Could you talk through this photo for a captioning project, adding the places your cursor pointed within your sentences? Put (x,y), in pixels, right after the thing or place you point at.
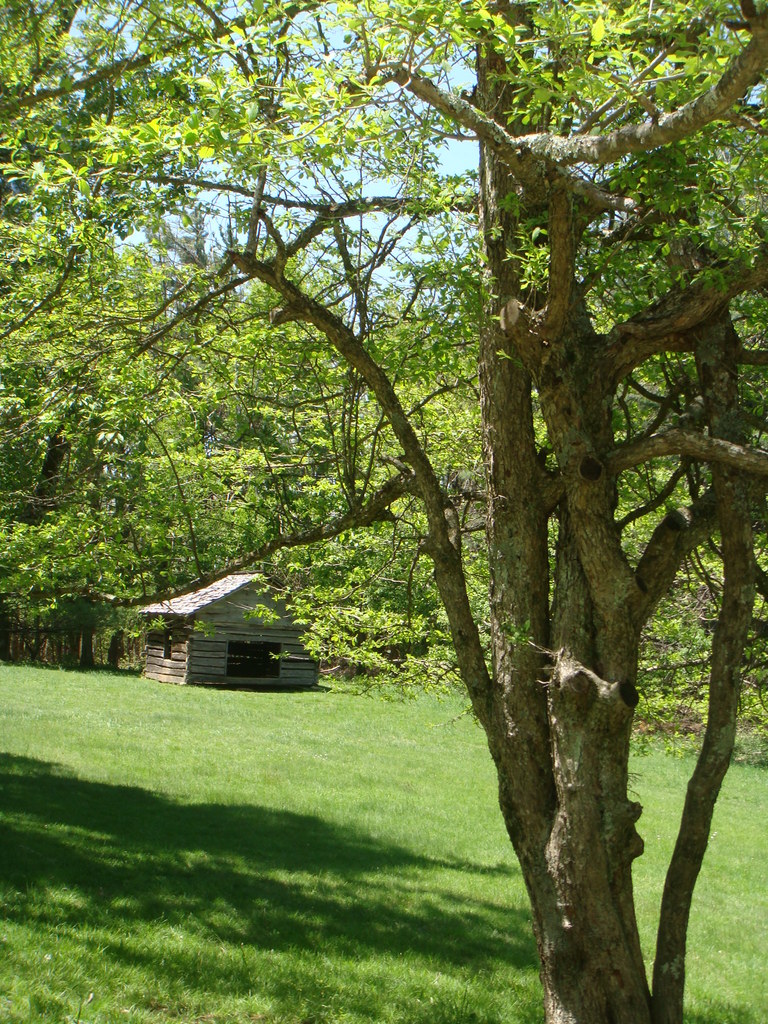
In this image we can see a shed (245,629), ground (353,891), trees (426,471) and sky (443,178).
